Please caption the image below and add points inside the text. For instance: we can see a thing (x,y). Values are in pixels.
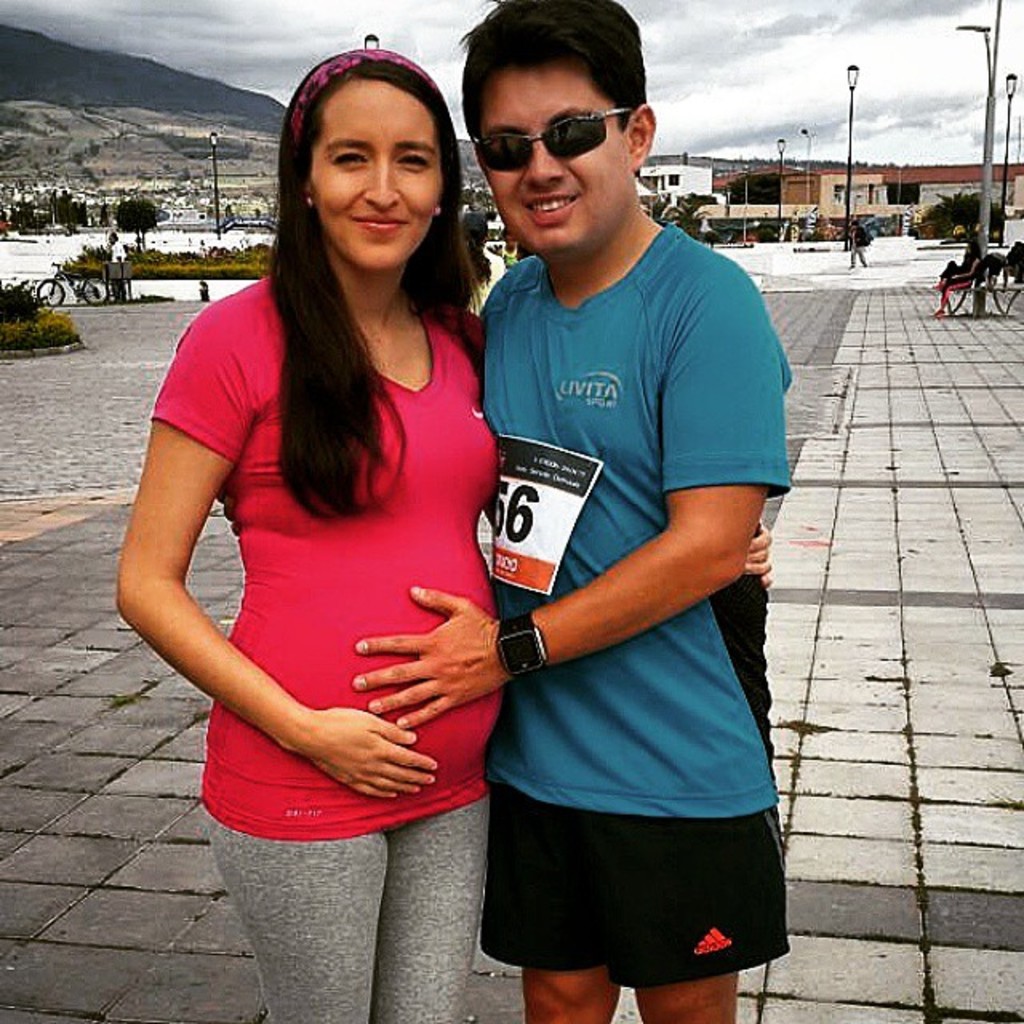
This image is taken outdoors. At the bottom of the image (144,892) there is a floor (848,454). At the top of the image (738,48) there is a sky (752,52) with clouds (821,77). On the right side of the image (987,185) there are a few poles (988,228) with street lights (974,28) and a woman (966,260) is sitting on the bench (973,289). In the background (3,315) there are a few trees (44,206) and plants (190,272) and there is a hill (103,112). A bicycle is parked on the ground (99,319) and there are a few houses (792,192) with walls (806,190), windows (839,188) and doors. In the middle of the image (594,434) a woman (171,615) and a man (619,836) are standing on the ground (78,874).
